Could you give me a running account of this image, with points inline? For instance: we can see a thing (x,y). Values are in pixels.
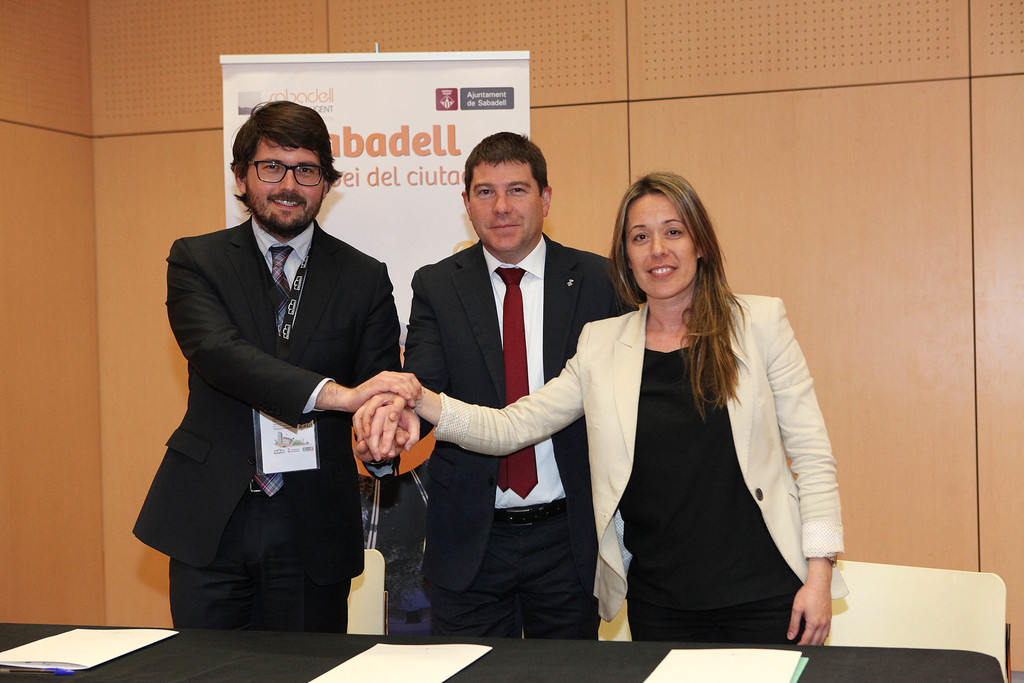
In this picture there is a man (295,423) who is wearing spectacle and suit (259,319), beside him there is another man (540,361) is wearing blazer (488,356), shirt (533,354), tie (513,379) and trouser (552,575). Beside him there is a woman (708,480) who is wearing white blazer (505,424) and black dress (677,467). Three (521,430) of them are holding their hands (360,403). They are standing near to the chairs (899,620) and table (648,655). On the table (408,639) I can see the papers (130,639), pad (130,639) and other objects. Behind them there is a banner (404,196) which is placed on the wall (582,139).
